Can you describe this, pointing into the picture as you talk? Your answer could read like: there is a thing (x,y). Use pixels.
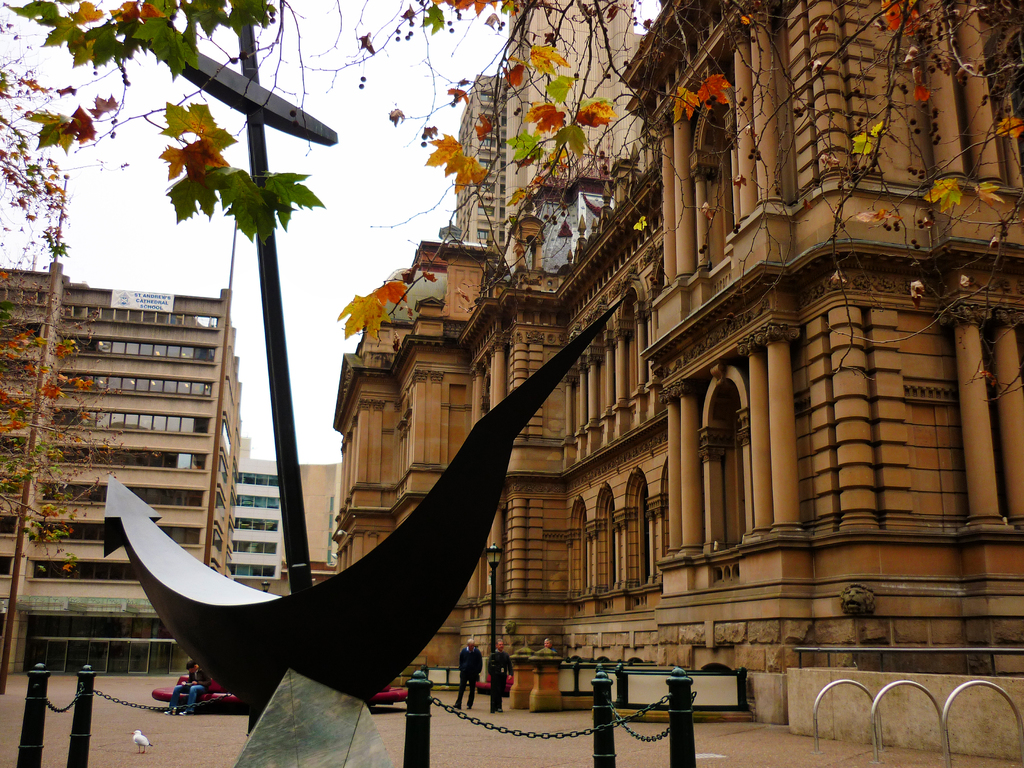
In this image, we can see buildings (628,463), pillars (783,483), walls (126,372), glass windows (136,456), banner (132,297), trees (16,475). At the bottom (768,755), we can see platform (854,761), rods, poles (691,724) with chains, some object (312,728). Here we can see a bird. Background (174,693) we can see few people (190,712).
